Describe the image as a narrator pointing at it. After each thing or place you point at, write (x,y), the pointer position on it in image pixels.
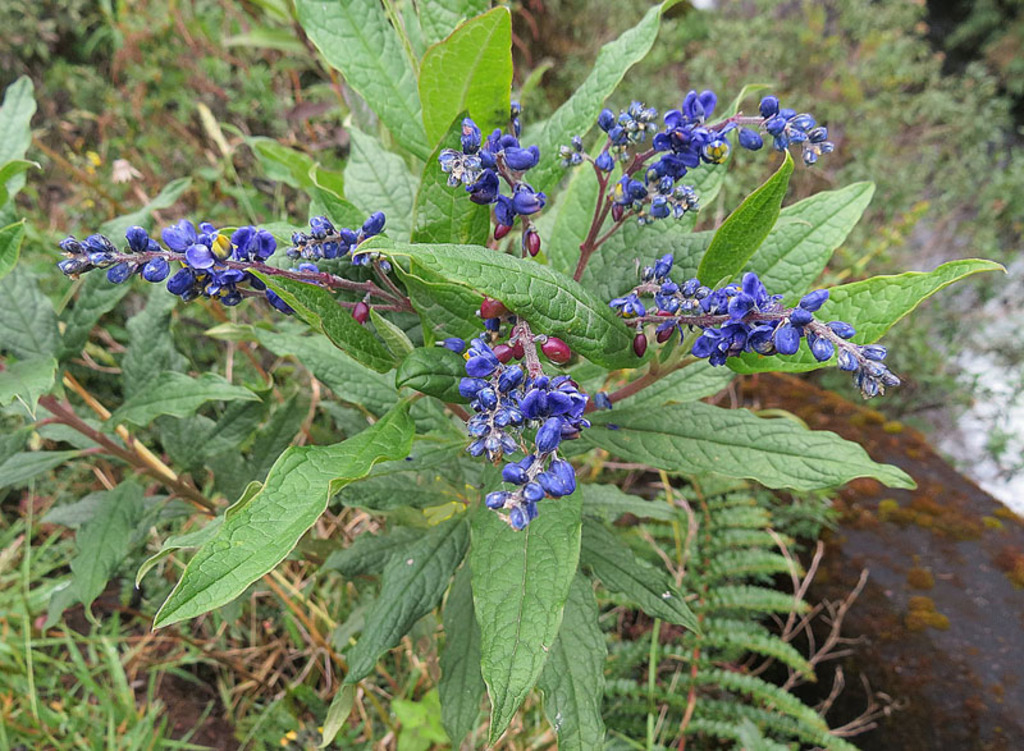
In the center of the picture (653,296) there is a plant (333,247) with flowers (102,247) and buds (606,128). In the background (210,688) there are plants (884,135), grass (62,662) and other objects (962,434).
